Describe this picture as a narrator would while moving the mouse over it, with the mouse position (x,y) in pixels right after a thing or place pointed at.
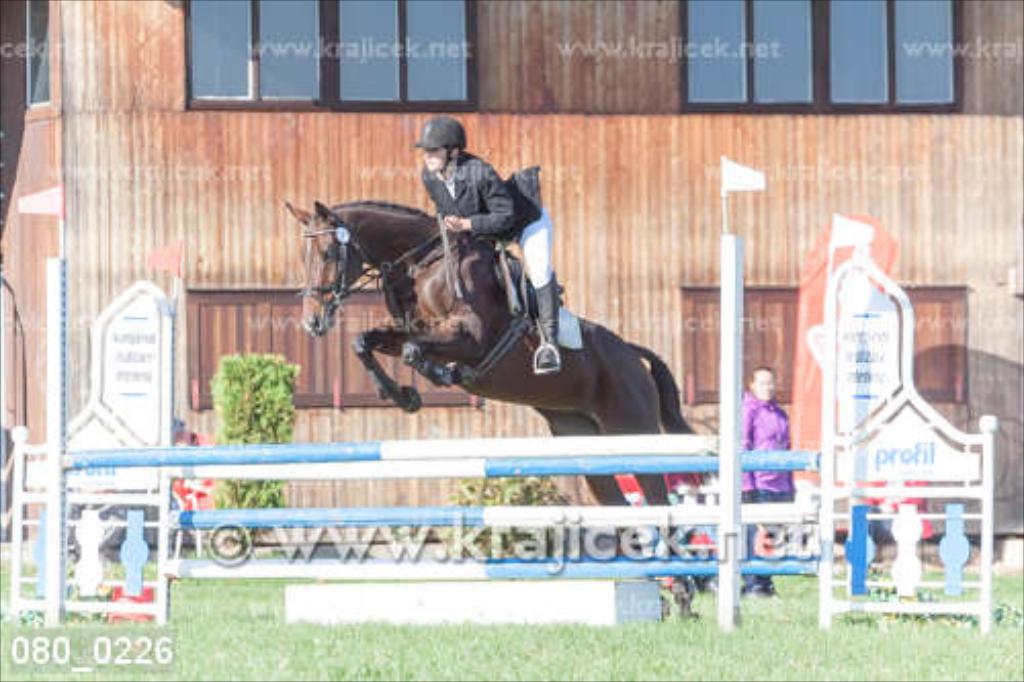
In this image I can see a person (517,189) is sitting on the horse (500,309). The horse (507,320) is in brown color and person (459,186) is wearing black dress (459,186) and helmet (453,147). In front (749,172) I can see fencing (516,516), flags (743,186), building (585,83), windows (269,63) and few plants (518,498).
